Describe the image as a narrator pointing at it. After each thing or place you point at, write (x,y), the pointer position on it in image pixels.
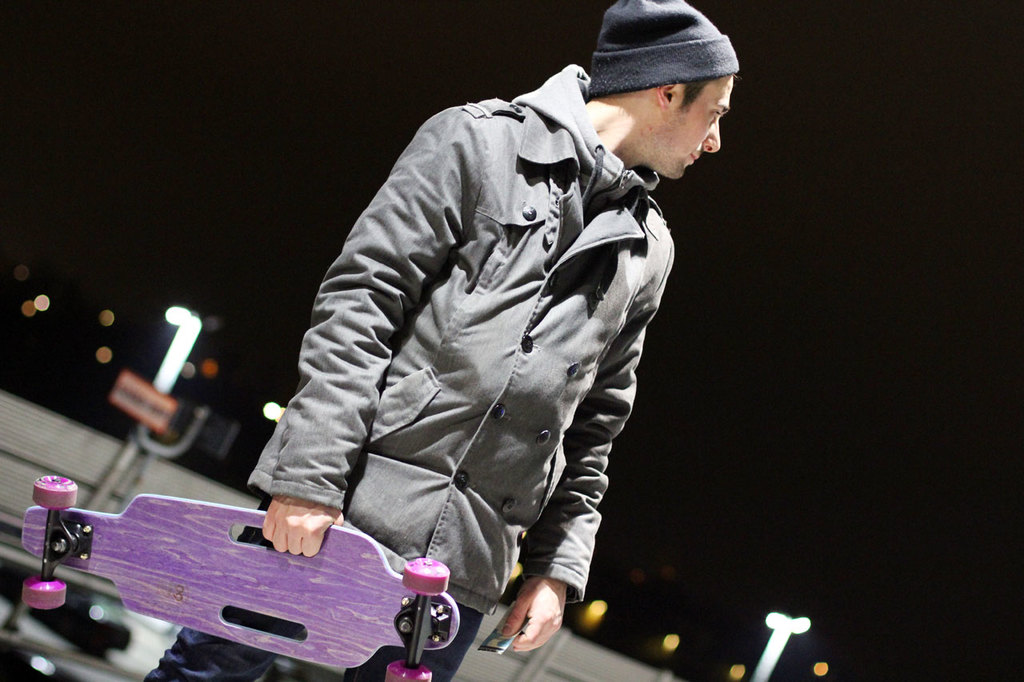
In this image I can see the person (464,408) standing and holding the skateboard (280,578) and the person (384,346) is wearing gray color jacket (396,336). In the background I can see few lights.
